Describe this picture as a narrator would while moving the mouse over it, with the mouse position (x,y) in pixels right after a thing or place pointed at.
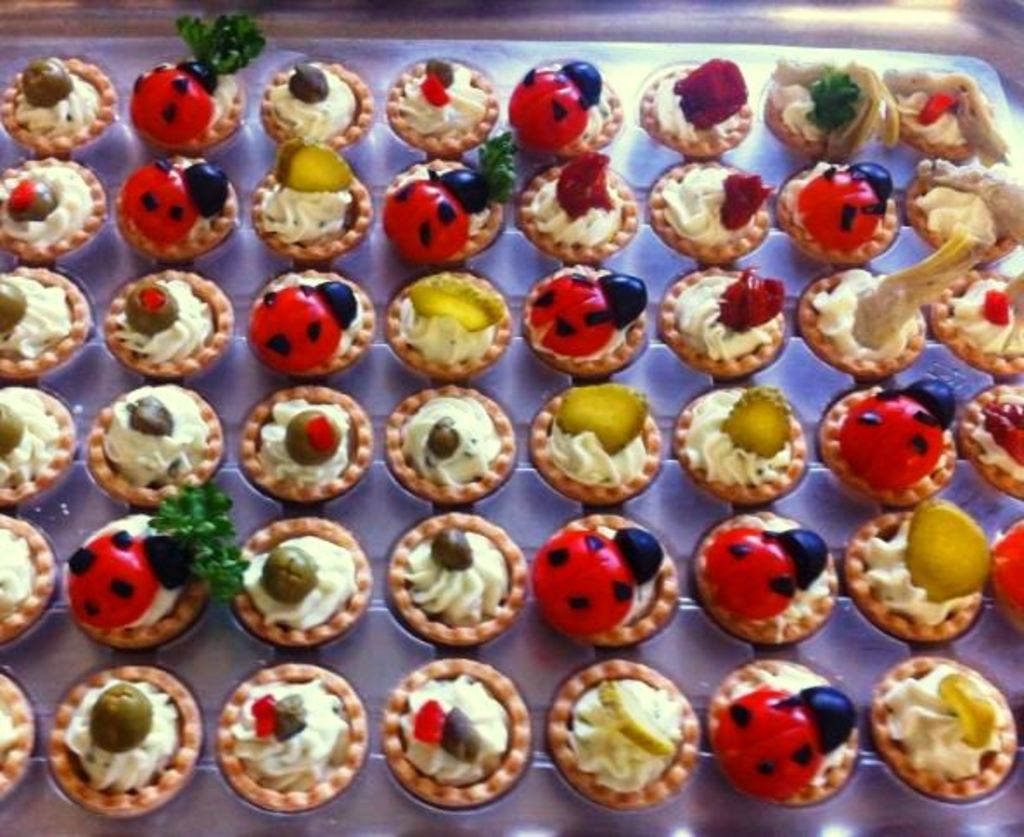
In this image I can see some tartlets (267,619) on a tray (531,764). On the tartlets (164,410) I can see the cream (290,412) in white color and also I can see some fruit slices (622,421).
